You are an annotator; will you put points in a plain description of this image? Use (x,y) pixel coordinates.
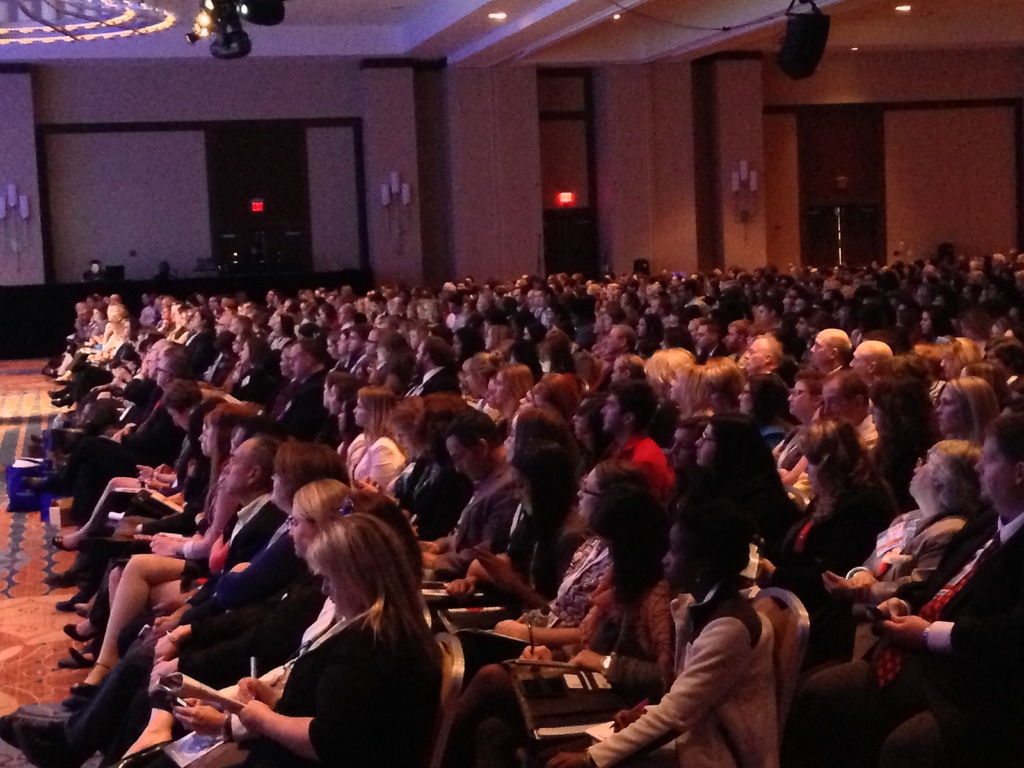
In this image, there is an inside view of an auditorium (905,221). There are group of people (230,298) wearing clothes (173,433) and sitting on chairs (763,608) beside the wall (186,227). There are lights (270,12) at the top of the image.
